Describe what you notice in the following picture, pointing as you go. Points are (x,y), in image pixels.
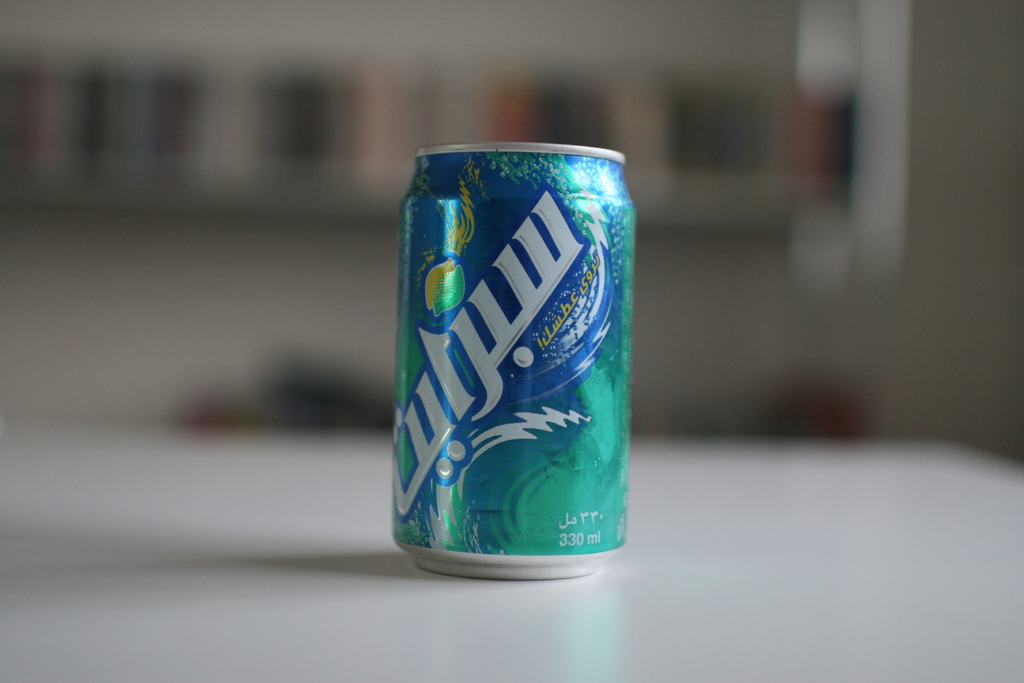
In this picture there is a tin (585,177) on the table (544,652) and there is a text (509,277) on the tin (568,263). At the back (13,296) image is blurry.
